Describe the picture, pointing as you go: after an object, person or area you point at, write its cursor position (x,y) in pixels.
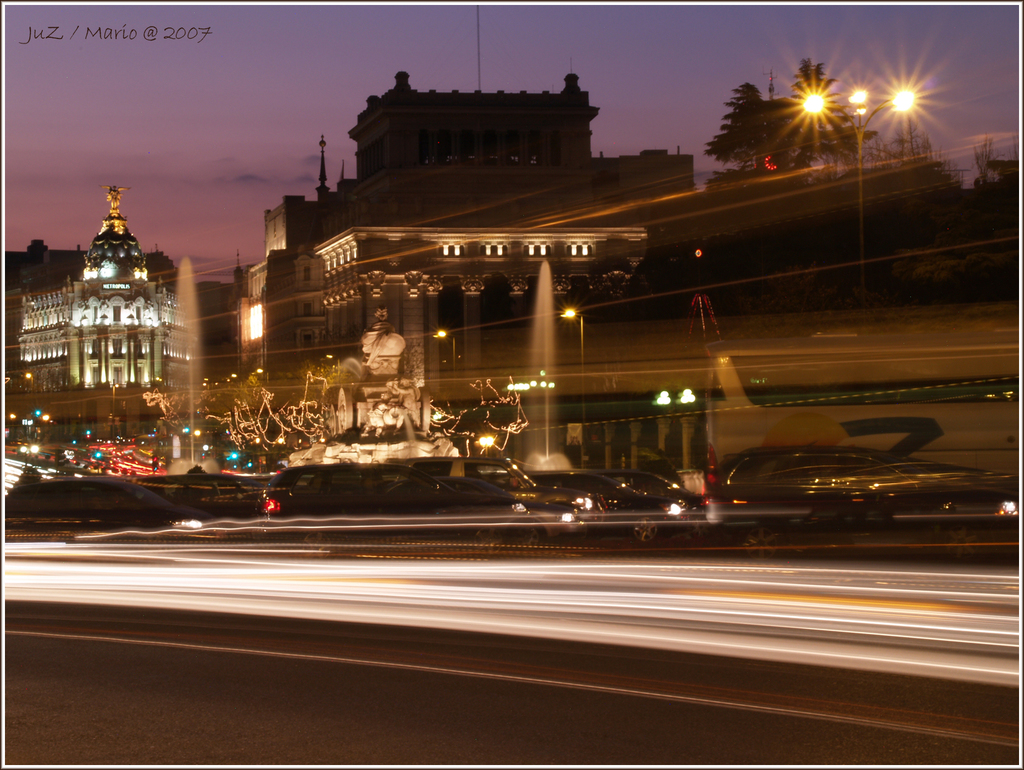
In this picture, we can see a few buildings (496,337), with lights (670,196), poles (453,348), trees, road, vehicles (392,521), statue (371,379), and the sky (210,18) with clouds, we can see some text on the top left side of the picture (205,33).
